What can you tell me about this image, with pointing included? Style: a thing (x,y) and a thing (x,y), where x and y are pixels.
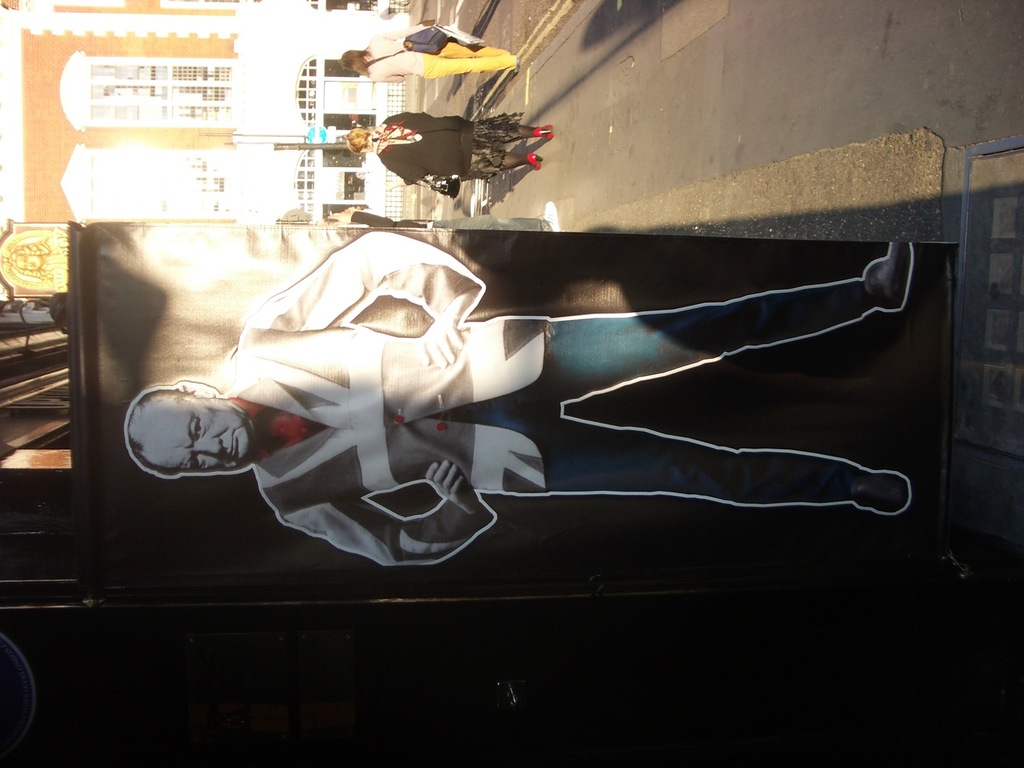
In this image we can see a board (199,341) with an image of a person (389,418). Also there is a road (567,209). On the road (591,155) there are few people (439,165). Also there are buildings (44,161). And persons (453,134) are having bags (429,31).
